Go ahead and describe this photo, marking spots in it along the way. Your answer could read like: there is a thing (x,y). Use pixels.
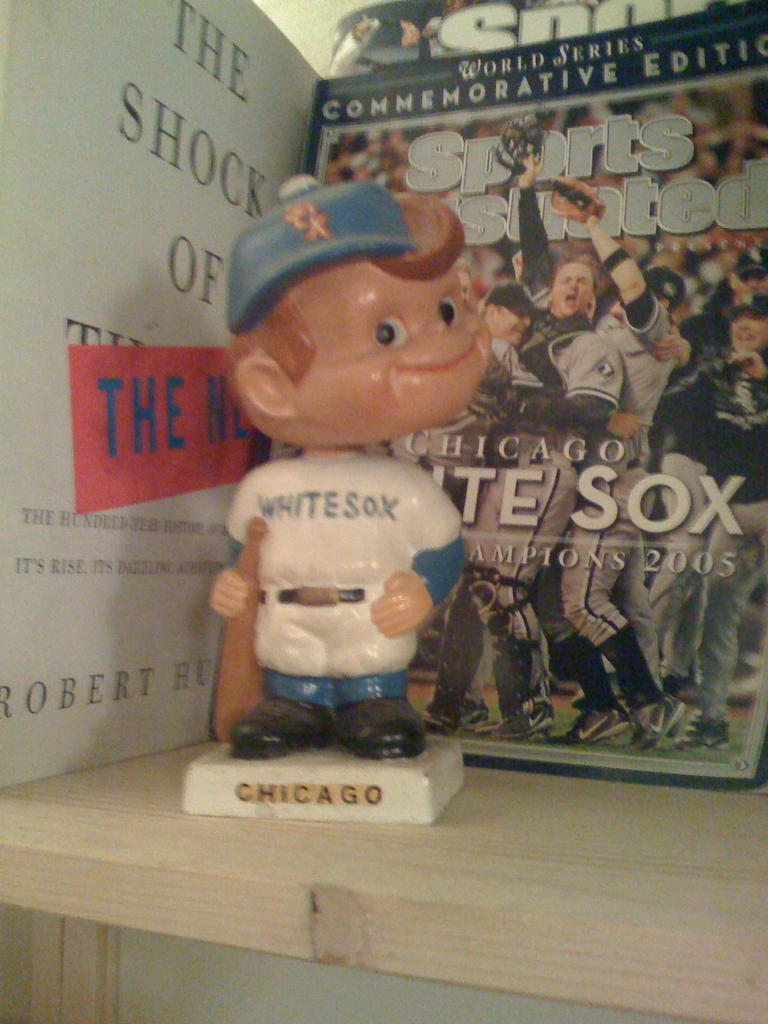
In the middle of the picture (339,507), we see a toy doll (267,517) which is placed on the table (286,885). Behind that, we see a book (536,473) which is placed on the table (620,823). On the left side (120,155), we see a white board (107,271) or a book (95,230) with some text (116,441) written on it.
